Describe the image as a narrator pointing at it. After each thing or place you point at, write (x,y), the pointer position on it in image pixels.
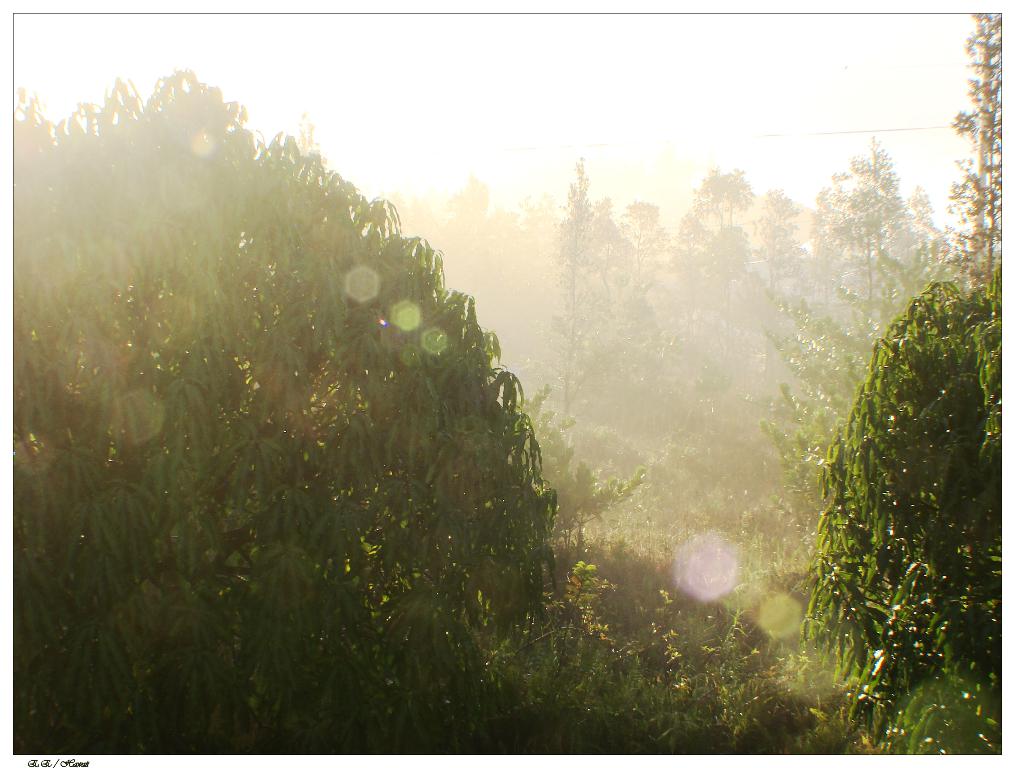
In this picture we can see few trees (532,576).
